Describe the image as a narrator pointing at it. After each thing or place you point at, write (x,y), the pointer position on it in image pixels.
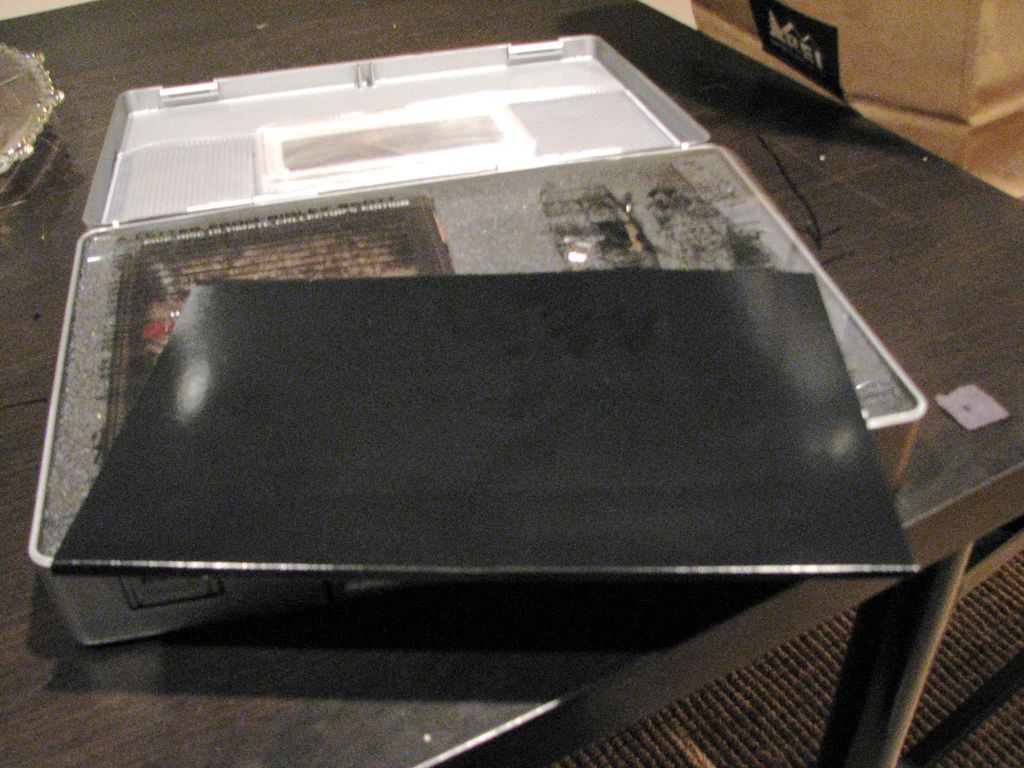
On the table (919,495) we can see the suitcase (584,123) and other object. In that suitcase (493,102) you can see laptop (715,326) and book (208,259). In the top right corner (895,64) there is a cardboard box (873,56). At the bottom (763,756) we can see the carpet (765,740).
